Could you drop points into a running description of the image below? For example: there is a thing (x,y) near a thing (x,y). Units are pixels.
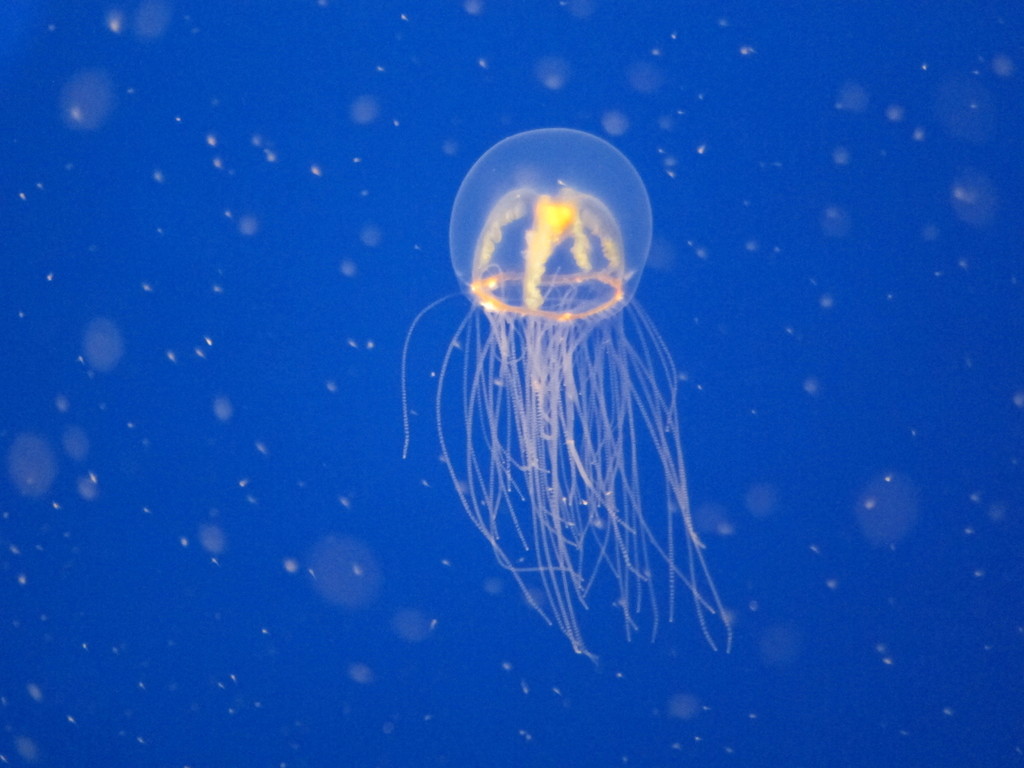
In this image, we can see the underwater environment (203,430). Here we can see a jellyfish (543,351).
